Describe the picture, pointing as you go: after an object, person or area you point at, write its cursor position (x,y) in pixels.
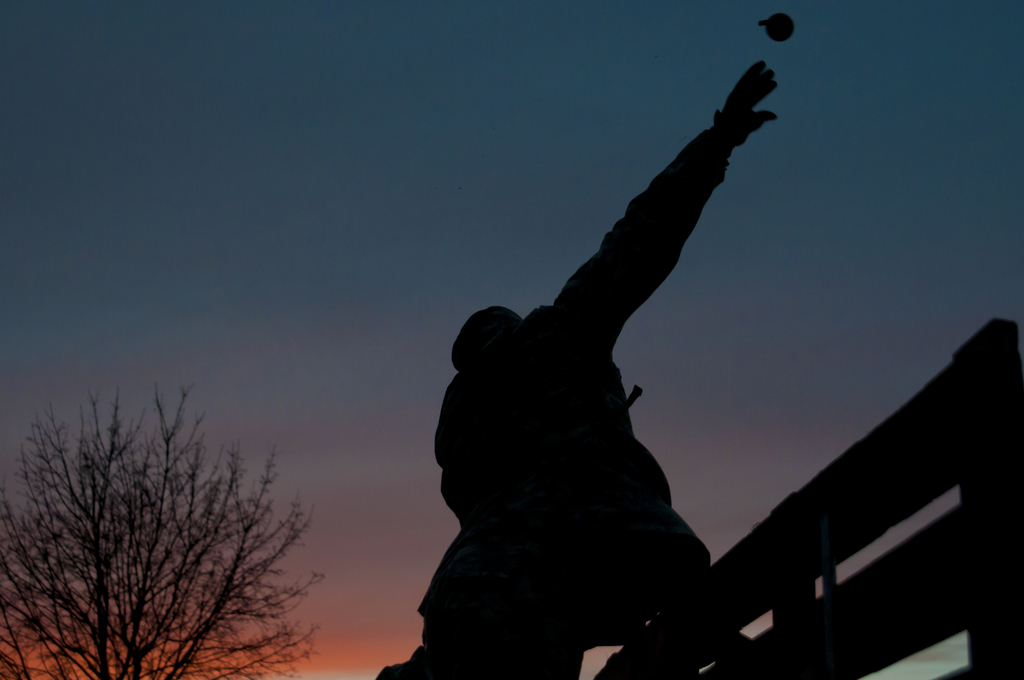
In this picture there is a person (542,528) and we can see objects (943,431) which are dark. In the background of the image (178,505) we can see tree (145,536) and sky (291,234).
